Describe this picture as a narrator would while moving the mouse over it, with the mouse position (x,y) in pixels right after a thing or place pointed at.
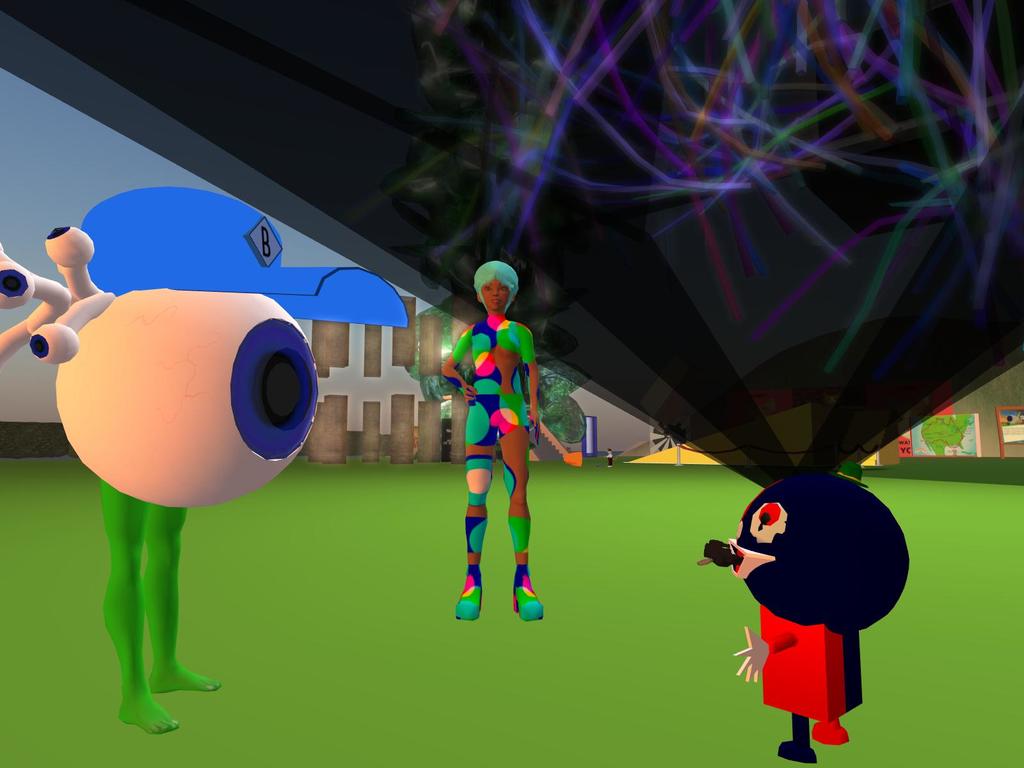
This image is an animated image. In the middle (456,370) there are three toys (522,523). At the bottom (316,596) there is a floor (297,656). In the background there is wall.
